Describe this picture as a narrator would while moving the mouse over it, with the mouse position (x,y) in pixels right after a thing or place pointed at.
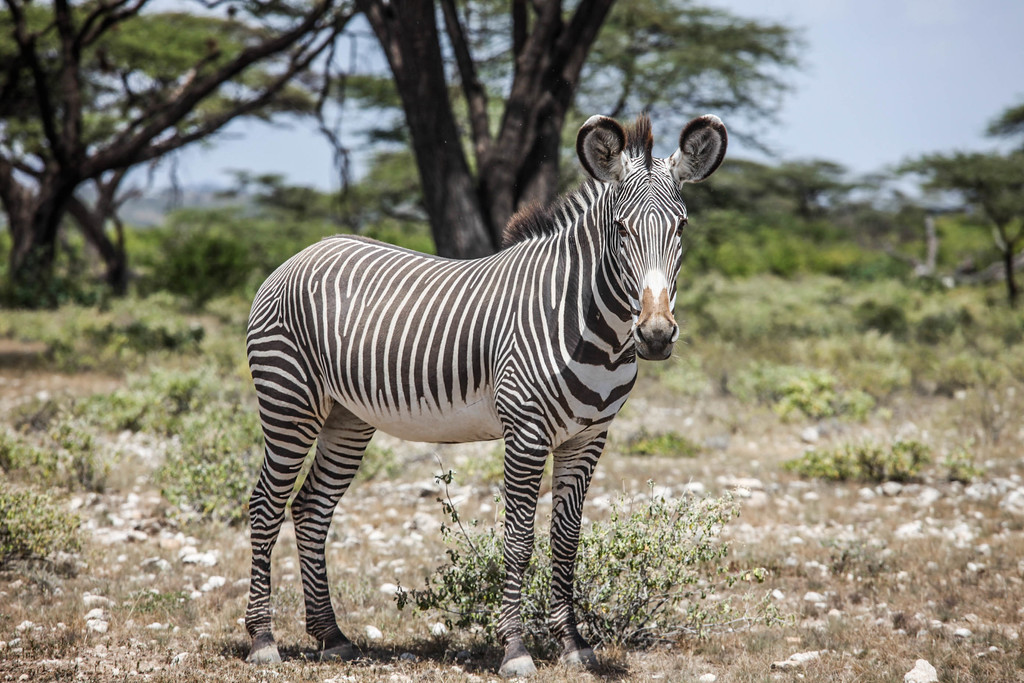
This image is clicked outside. There are small plants (91,431) at the bottom (640,611). There are trees (441,120) at the top (522,106). There is sky (961,58) at the top (900,19). In the middle (579,427) there is a zebra (351,461) standing.
